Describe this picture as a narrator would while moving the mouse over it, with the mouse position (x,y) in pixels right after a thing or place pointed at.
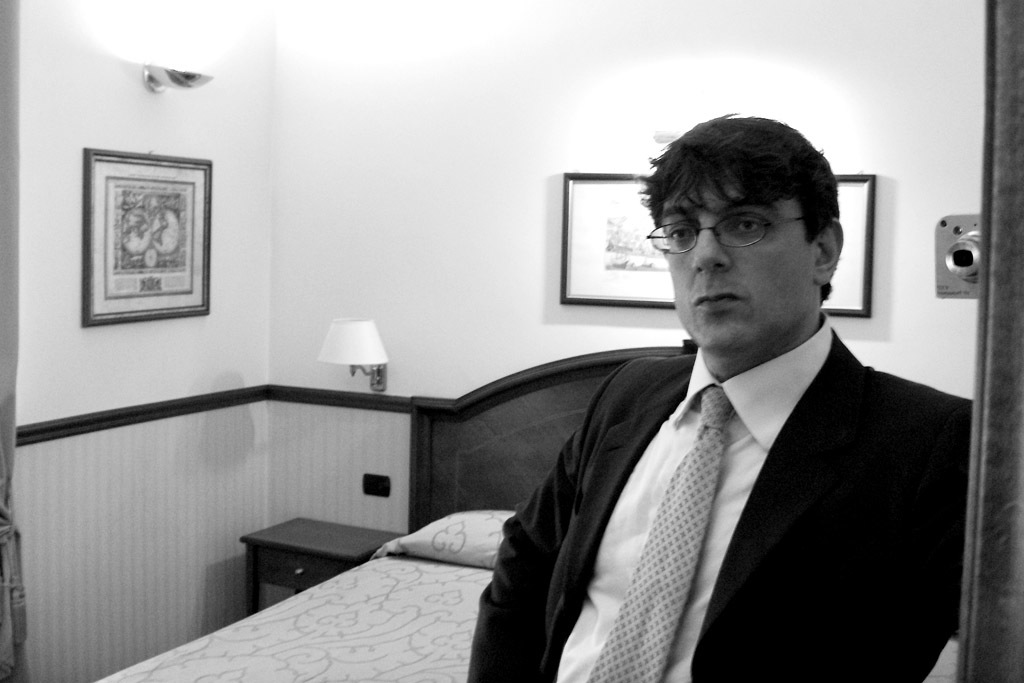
This person (720,564) standing and wear tie (703,515), black color suit (880,526), glasses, behind this person (716,520) we can see wall (307,485), frames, camera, bed (394,568), lamp (347,351), table (388,536).
